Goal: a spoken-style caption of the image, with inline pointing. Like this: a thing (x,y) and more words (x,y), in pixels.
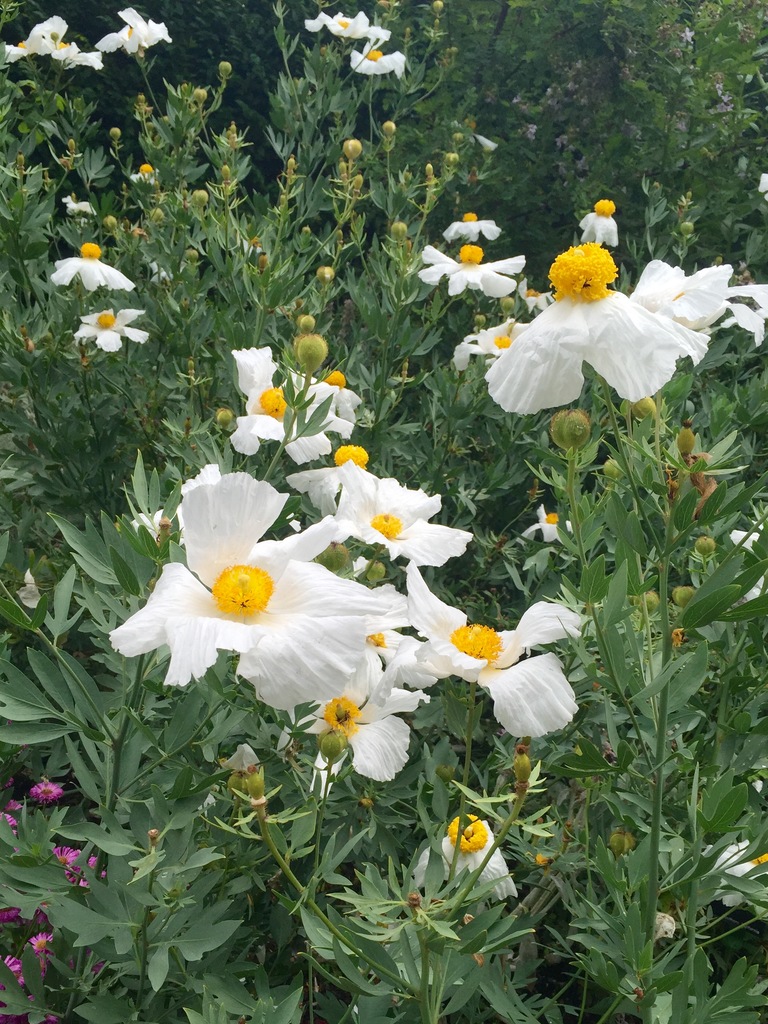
In this given picture, We can see a white and pink color flowers (265,649) which include with stem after that, We can see certain trees (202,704).
